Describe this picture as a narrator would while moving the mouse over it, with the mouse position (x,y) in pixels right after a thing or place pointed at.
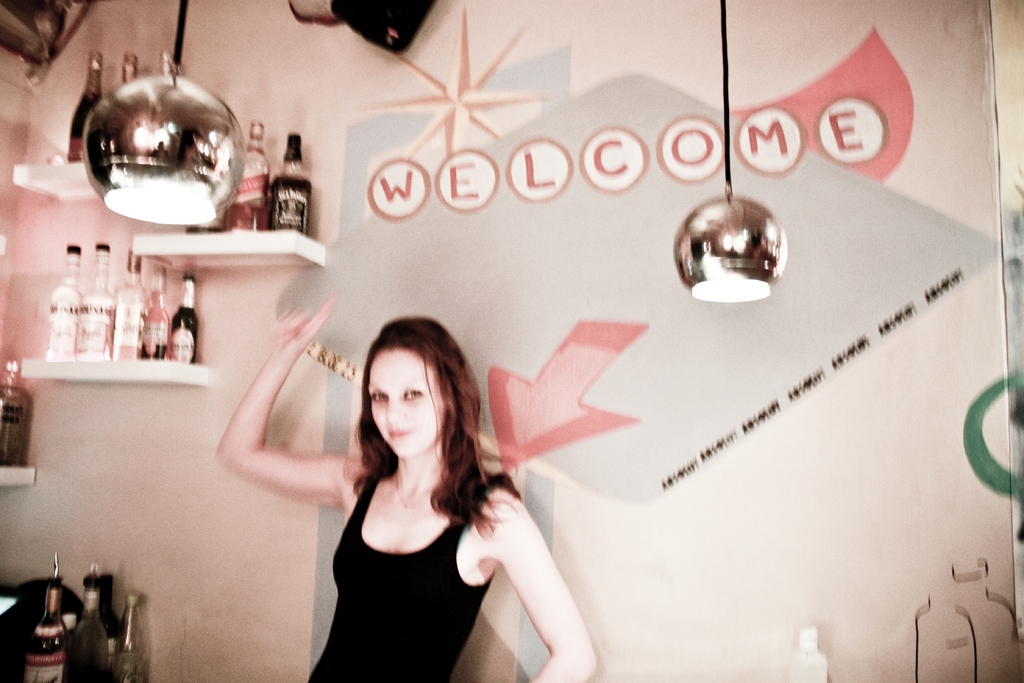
In this picture I can observe a woman (372,565) wearing black color dress (384,604). She is smiling. Behind her there is a wall (487,437). On the left side (129,306) I can observe some bottles (256,206). I can observe some text (532,159) on the wall (635,162).
